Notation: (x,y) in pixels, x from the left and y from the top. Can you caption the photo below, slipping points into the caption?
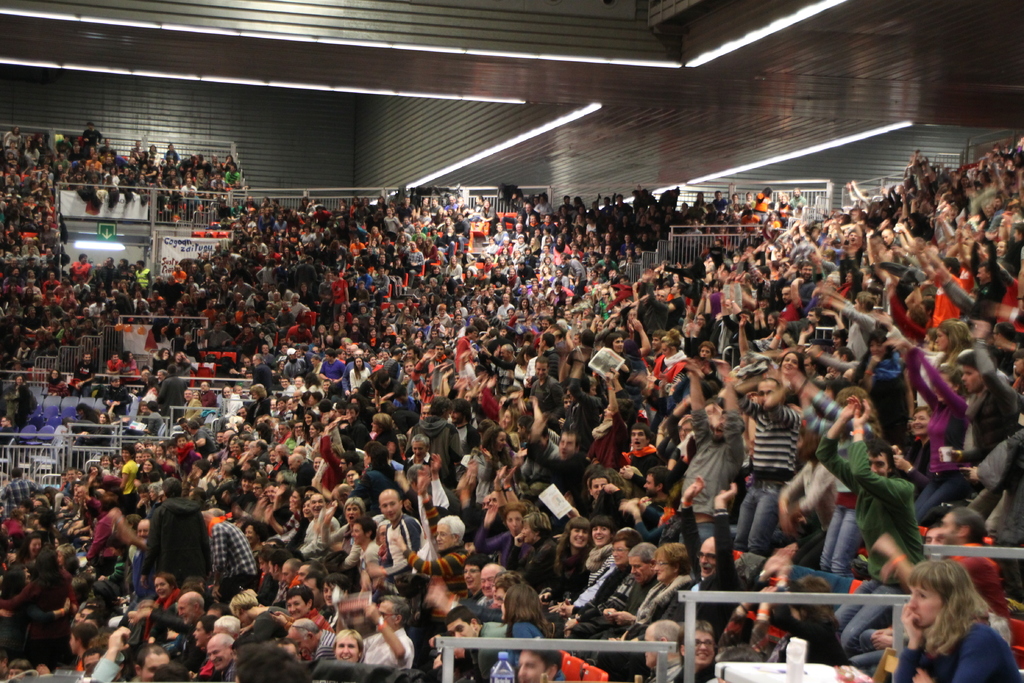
In this image I can see the group of people (828,459) are sitting and few people (609,379) are standing and holding something. I can see the banner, board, lights (596,109). At the top (669,109) I can see the ceiling (556,101).
